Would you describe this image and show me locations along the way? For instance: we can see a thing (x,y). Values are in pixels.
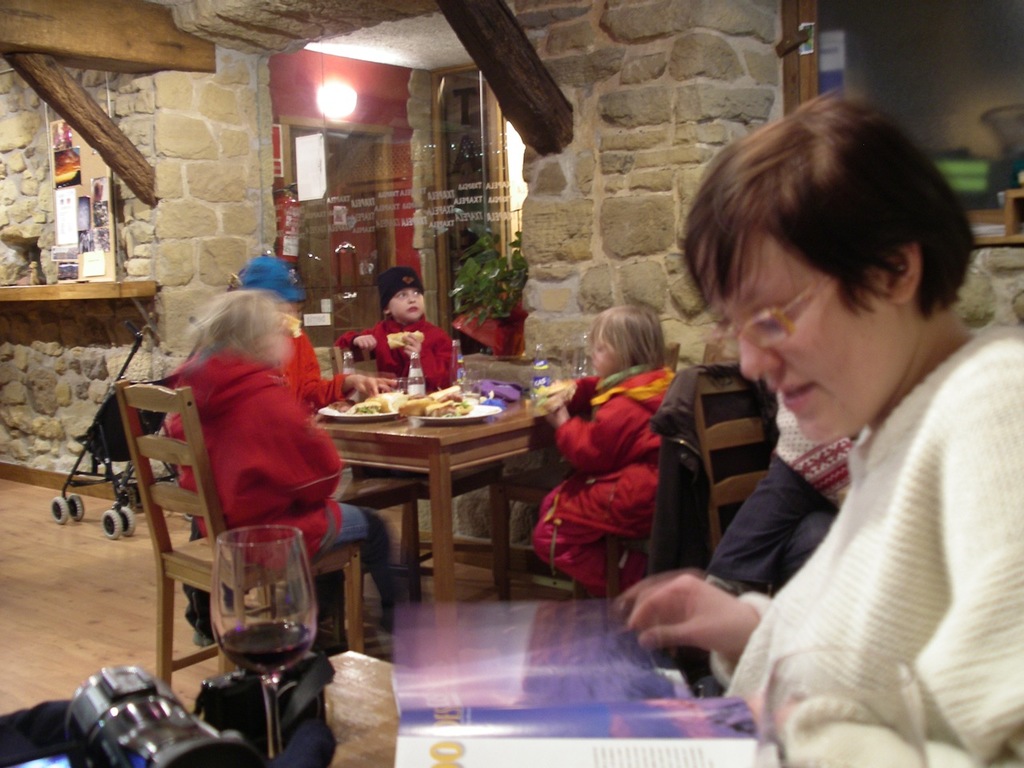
In the foreground of the picture (739,757) there is a woman (950,494) sitting in front of a table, on the table (339,675) there are menu card (480,677), glass (256,600) and camera (160,725). In the center of the picture (568,492) there are people (622,370) sitting in chairs (125,412) around a table (459,464), on the table (413,430) there are different dishes (470,409) and water bottles (412,357). Beside the table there is a cart (96,447). In the background (637,200) there is a stone wall (212,179) and there are posters (311,197), fire extinguisher (293,184), plant (484,269), door (381,168) and light (335,110).
